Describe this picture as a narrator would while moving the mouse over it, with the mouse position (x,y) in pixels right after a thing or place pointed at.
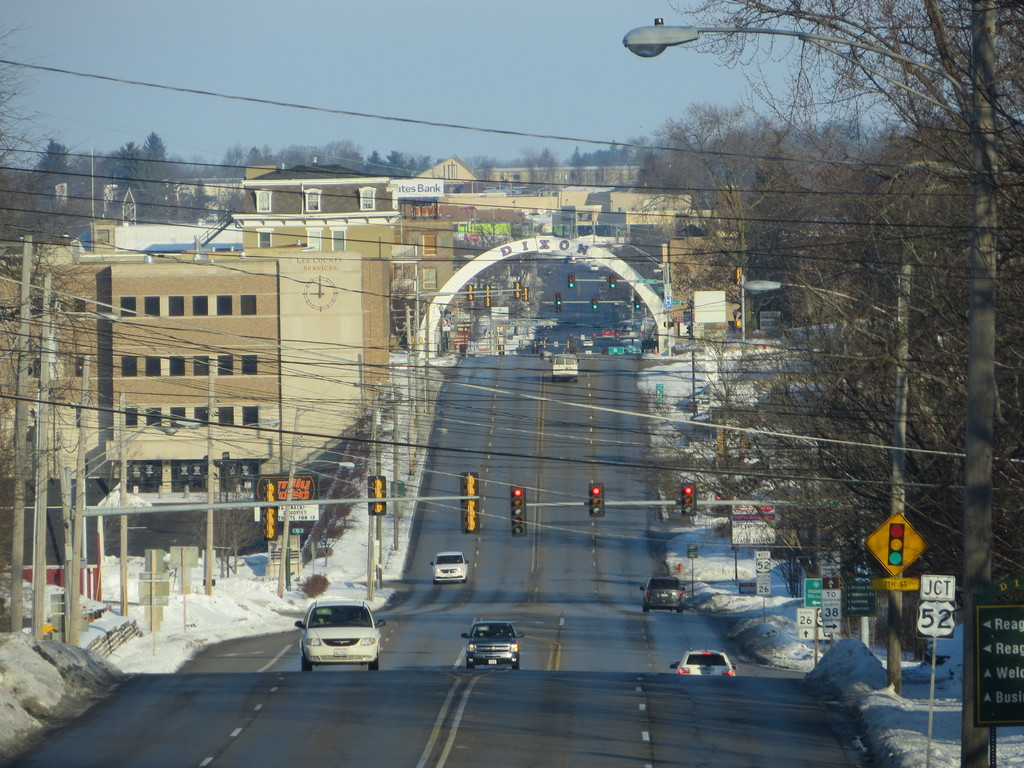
In this image we can see wires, poles (991,475), signboards (931,579), signal lights (687,491), trees (955,427), buildings (120,363) and vehicles (572,382) on the road (558,511). At the top of the image (395,47), we can see the sky (328,47) and a light (634,36).
